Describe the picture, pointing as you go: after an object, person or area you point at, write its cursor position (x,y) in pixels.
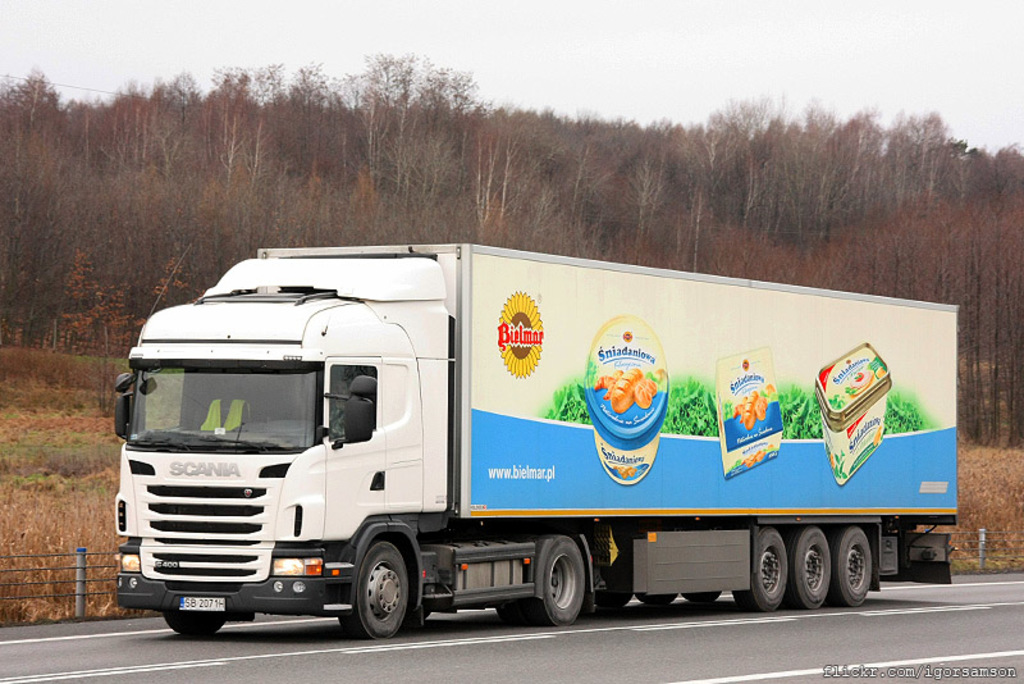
In the center of the image (489,444) we can see truck (552,458) on the road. In the background (873,272) we can see trees (235,198), plants (32,508), grass (51,442) and sky (221,41).
